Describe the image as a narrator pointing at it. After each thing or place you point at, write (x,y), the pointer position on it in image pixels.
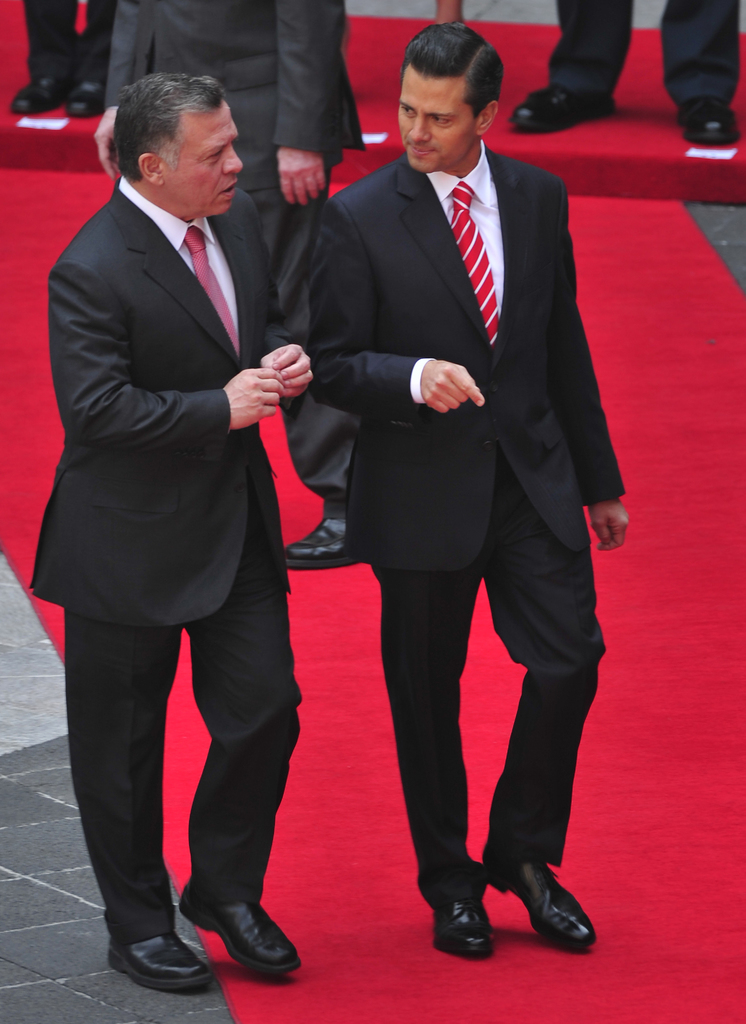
In this image, there is a red color carpet (706,741), on that there are two men (270,558) standing, they are wearing black color coats (241,481), they are wearing ties (482,290), at the background (671,16) there are some people (693,16) standing.
